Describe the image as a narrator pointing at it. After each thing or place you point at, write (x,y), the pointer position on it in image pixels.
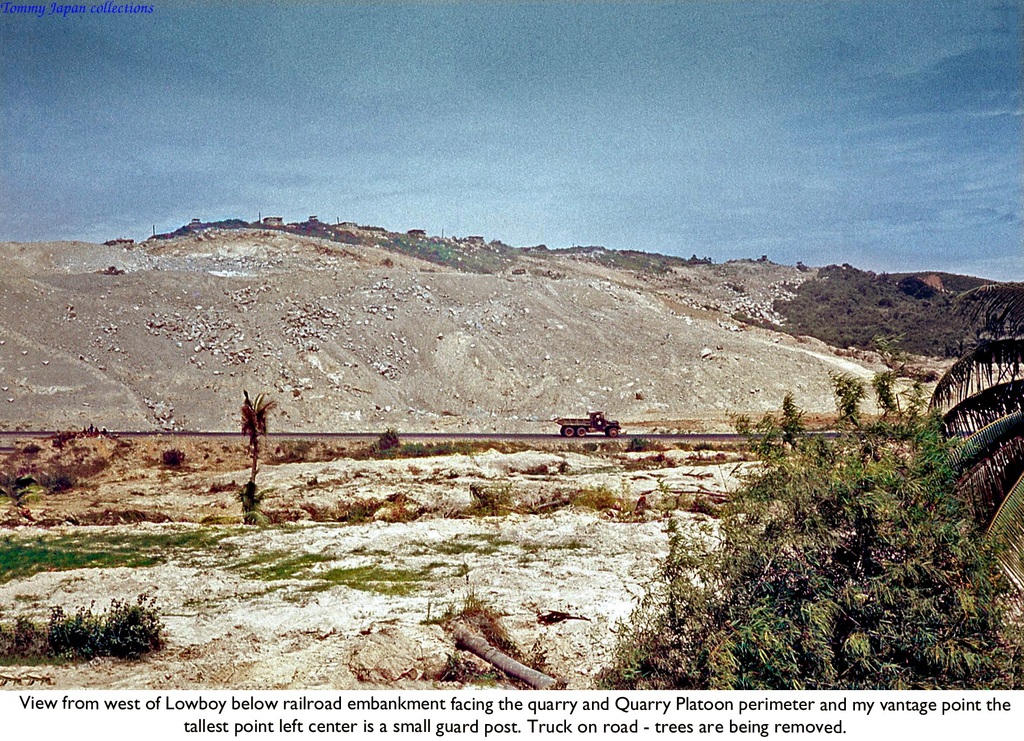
At the bottom of the image (445,572) there is a ground (356,572) with grass (413,570), rocks (518,541) and trees (894,482) on it. Behind the ground (27,476) there is a road (560,435) with truck (572,432) on it. In the background (893,307) there are hills (686,326) with sand (327,336) and trees (849,319). At the top of the image (908,146) there is a blue sky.
